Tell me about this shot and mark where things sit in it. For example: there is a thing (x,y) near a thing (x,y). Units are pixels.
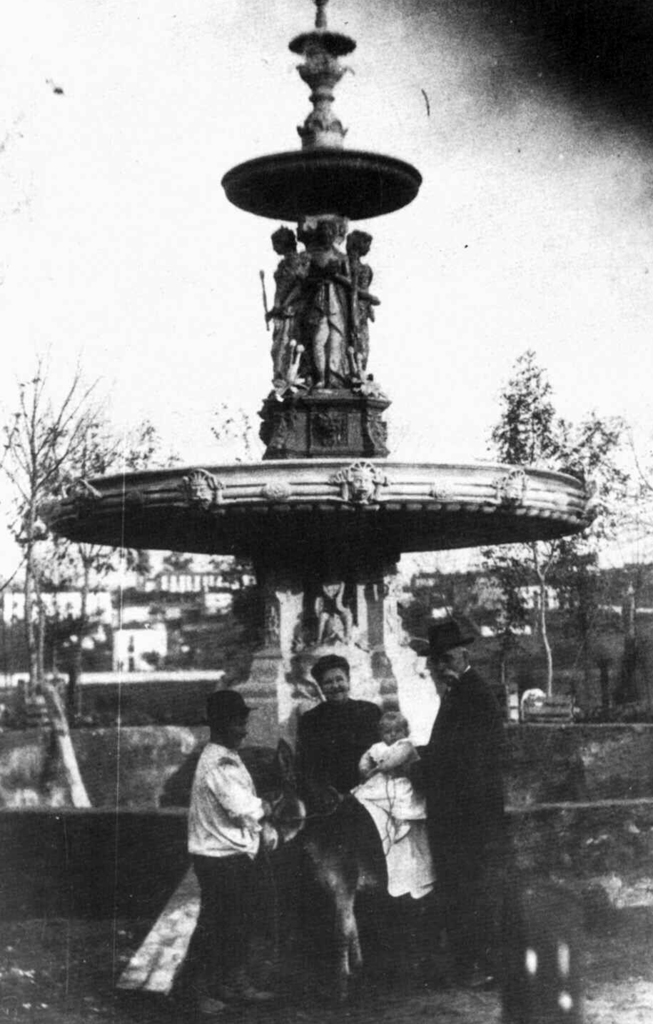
This is a black and white picture. Here we can see few persons (346,752), statues (348,629), trees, and buildings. In the background (425,320) there is sky (245,228).
